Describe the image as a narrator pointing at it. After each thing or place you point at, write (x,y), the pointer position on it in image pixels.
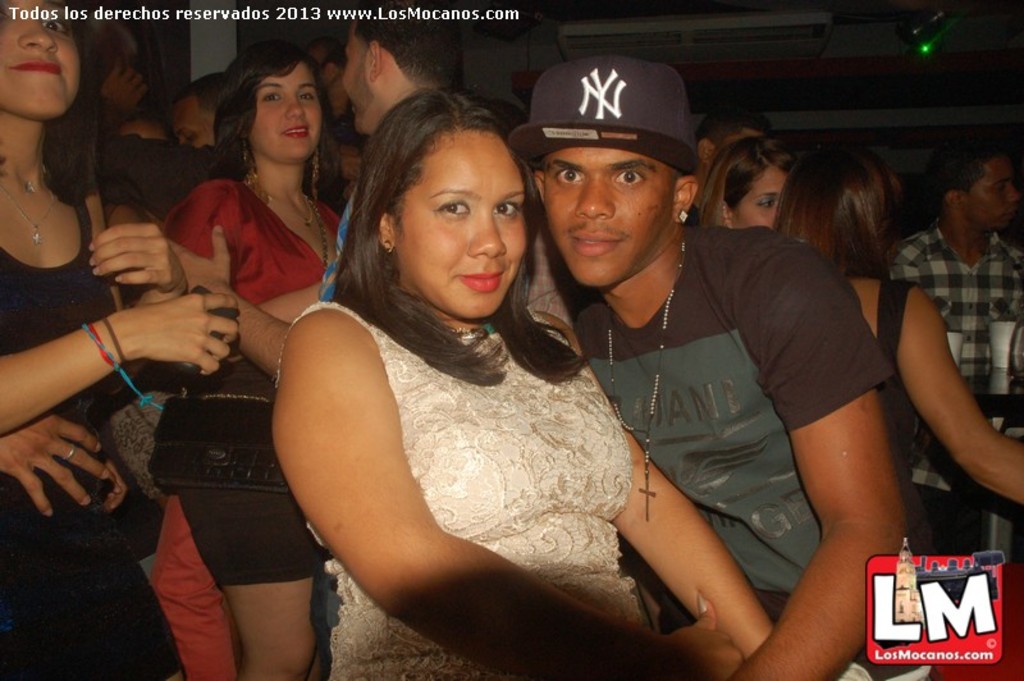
In this image we can see a group of people (324,369).
